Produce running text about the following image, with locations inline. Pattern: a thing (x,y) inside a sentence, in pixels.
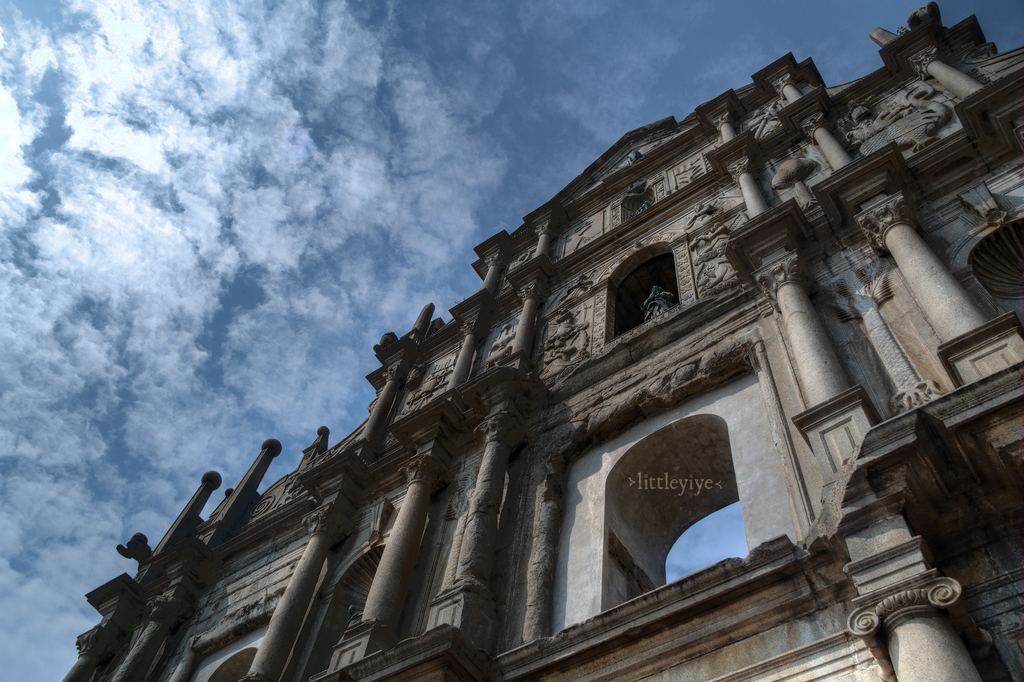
In this image there is one building (798,410) and sculptures (870,128), at the top (352,99) there is sky (240,252).
